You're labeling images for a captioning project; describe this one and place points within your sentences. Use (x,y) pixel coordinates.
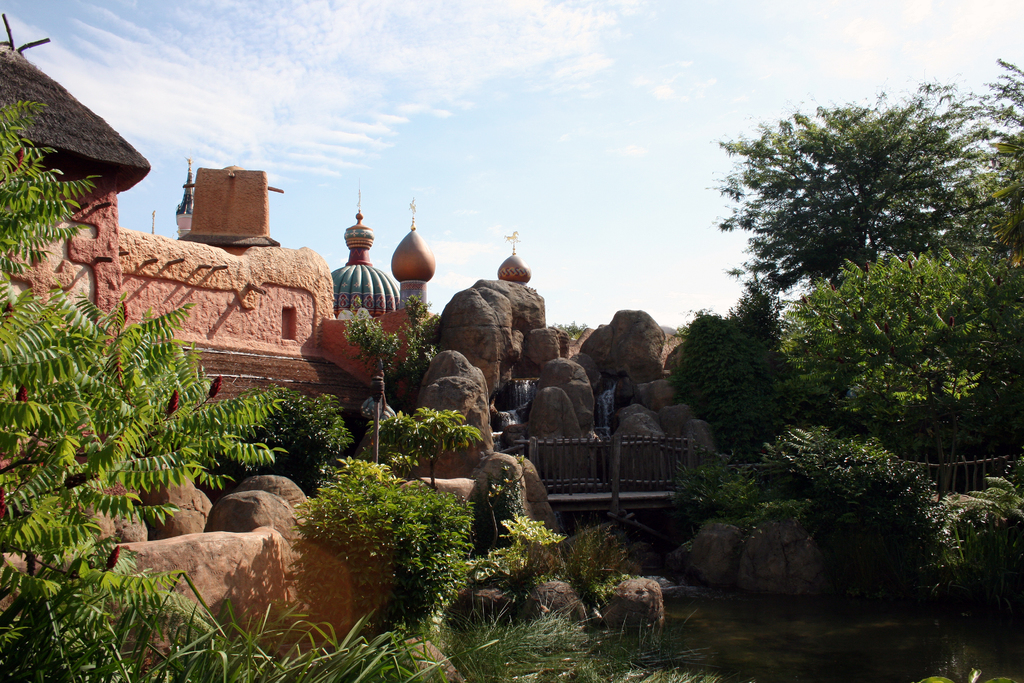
In this image I can see many rocks (474,449) and trees (395,387). To the left (209,204) I can see the hut (103,176). In the background (500,156) I can see the clouds (244,116) and the sky (476,181).
